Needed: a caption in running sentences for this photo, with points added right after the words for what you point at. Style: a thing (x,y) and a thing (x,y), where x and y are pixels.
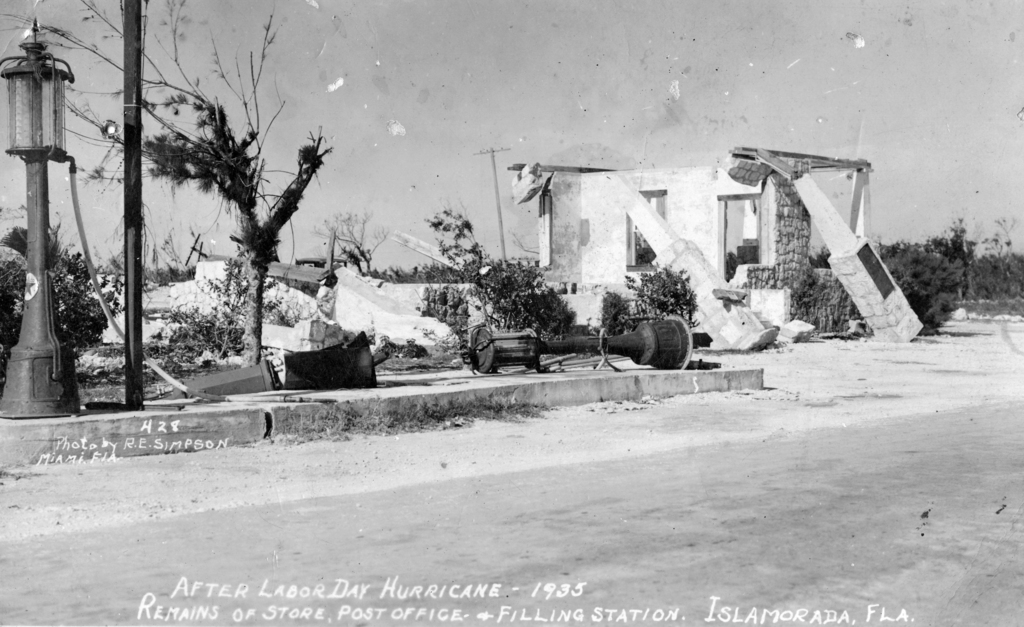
It is the old black and white image in which there are gas pumps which are fallen on the ground (310,390). In the background (559,243) there is a house (674,199) which is in broken condition. On the footpath (330,398) there is a gas pump (35,149) on the left side (40,96) and there are trees (910,253) in some places.
